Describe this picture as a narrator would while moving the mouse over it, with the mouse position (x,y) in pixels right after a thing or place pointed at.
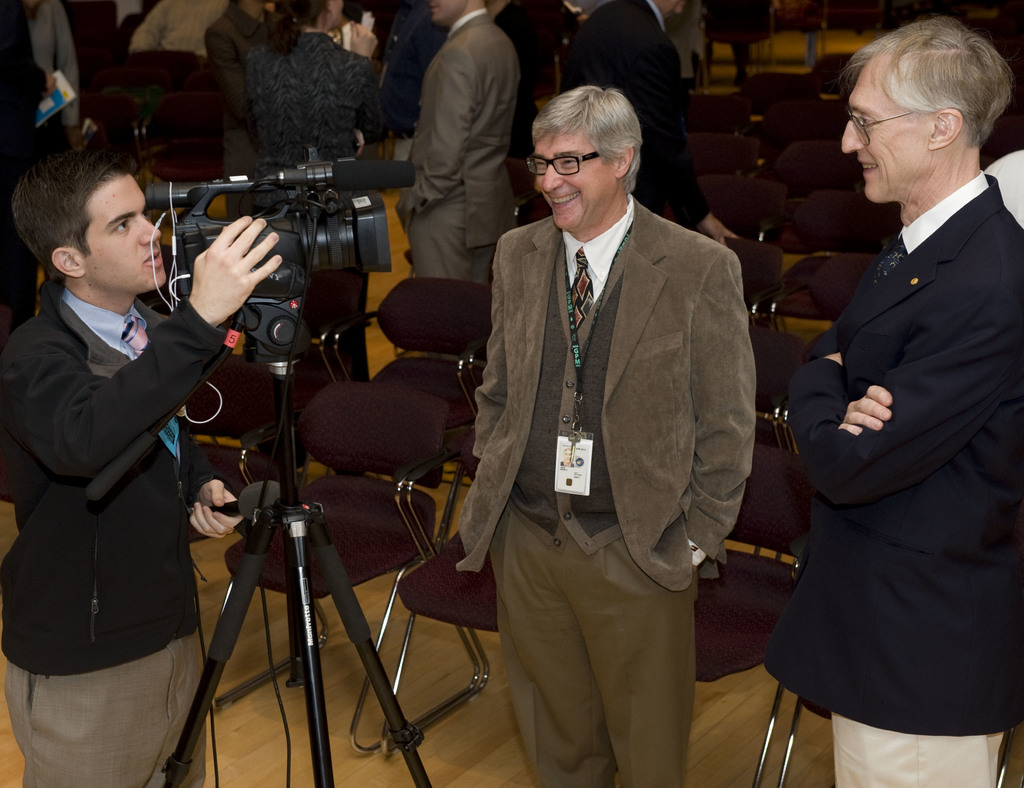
There is a group of people (511,237). On the left side (183,420) we have a person (139,385). His wearing black jacket (129,487). He's holding a camera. On the right side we have a two persons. They both are smiling. He is wearing a id card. There is a chair (435,455) in the room (302,493).
